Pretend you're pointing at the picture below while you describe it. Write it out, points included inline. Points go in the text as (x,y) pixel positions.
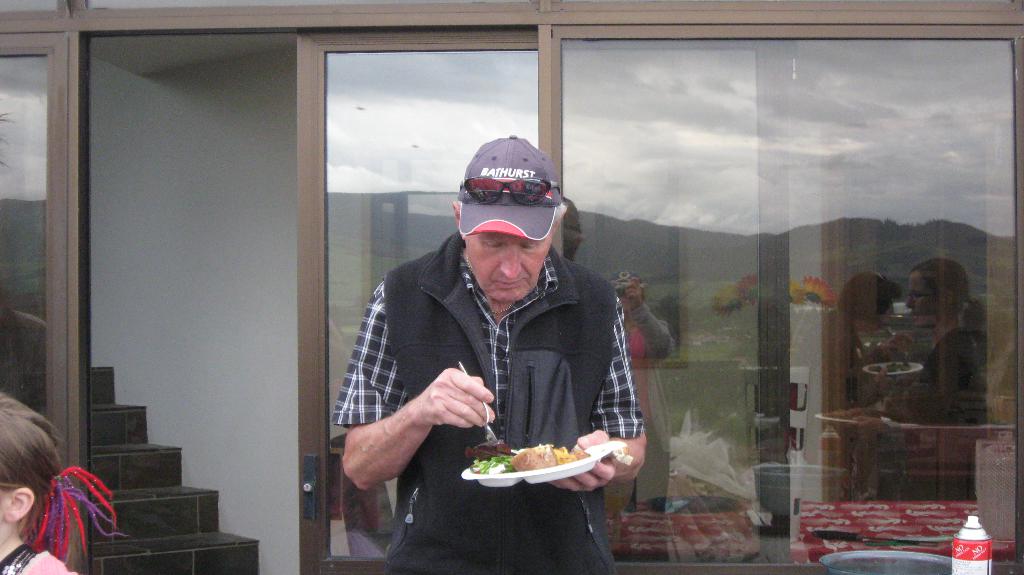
In this image I can see the person (415,416) standing and holding the plate (564,472) and the person (532,390) is wearing black color jacket (522,366) and I can see the food (530,451) in the plate (537,474). In the background (584,118) I can see the glass door (456,113) and I can see few stairs (138,445).
